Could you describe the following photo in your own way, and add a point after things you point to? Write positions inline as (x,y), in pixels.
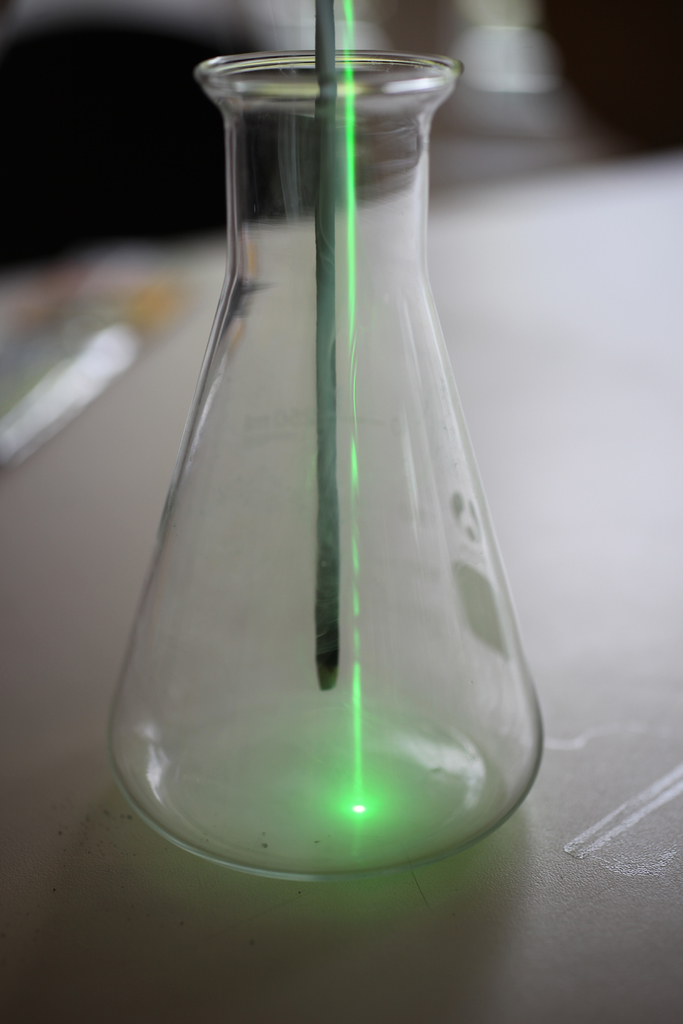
In this image, we can see a glass bottle (377,652) is placed on the white surface (620,278). In the middle of the image (323,652), we can see a rod (327,655) and laser light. Background (634,244) there is a blur view.
